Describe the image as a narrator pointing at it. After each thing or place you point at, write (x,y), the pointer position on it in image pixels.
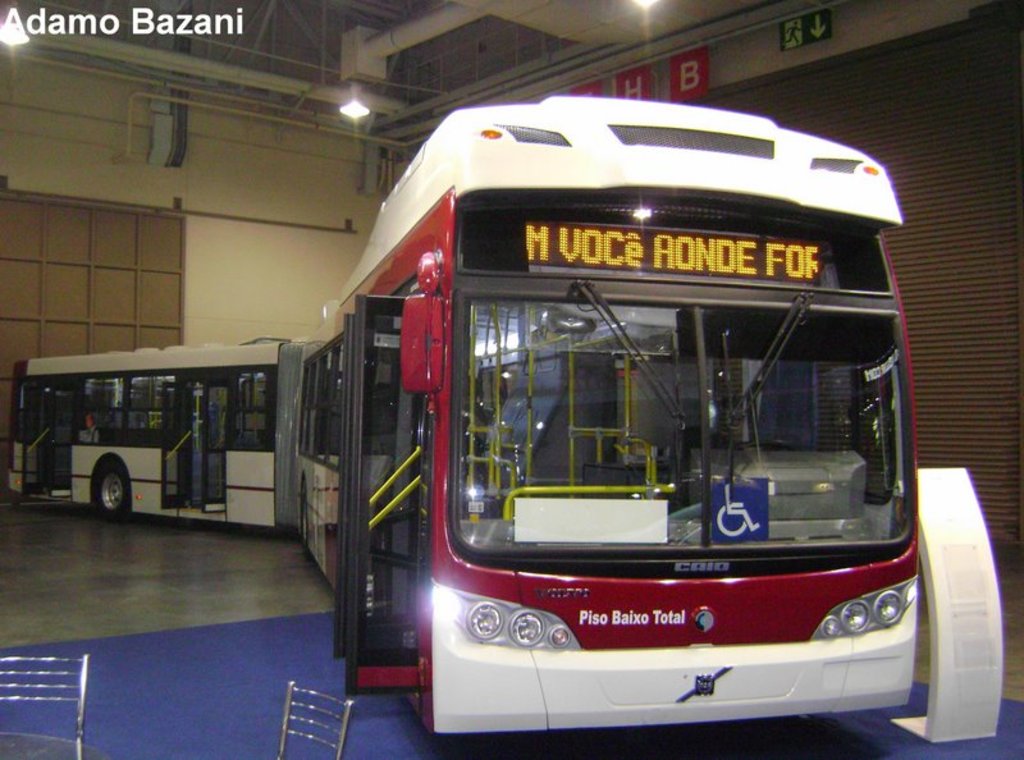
In this image I can see an articulated bus (461,593). I can see the rooftop (285,58) with some pipes (420,37) and lights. On the right hand side of the image (869,96) I can see a shutter (951,131) with some sign boards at the top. In the bottom left corner (317,693) I can see some chairs (84,685). In the top left corner (220,26) I can see some text (204,30).
